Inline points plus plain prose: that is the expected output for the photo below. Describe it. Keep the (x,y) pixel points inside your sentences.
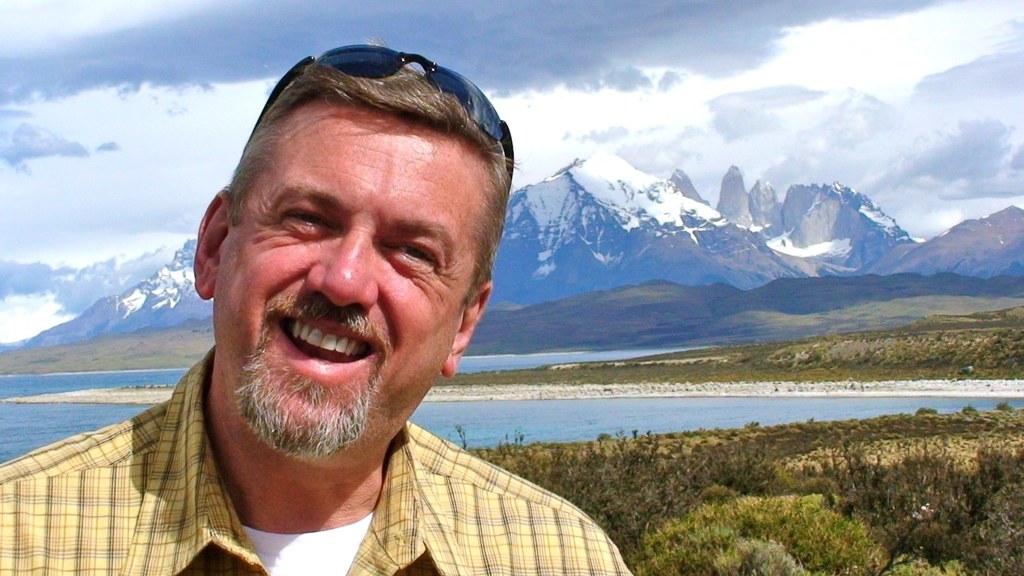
In this image in the left (257,443) a person (144,525) wearing yellow t-shirt (145,510) is smiling. There is sunglasses (476,108) on his head (372,88). In the background (555,357) there is water body (547,364), hills (595,229), plants (748,363). The sky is cloudy.
